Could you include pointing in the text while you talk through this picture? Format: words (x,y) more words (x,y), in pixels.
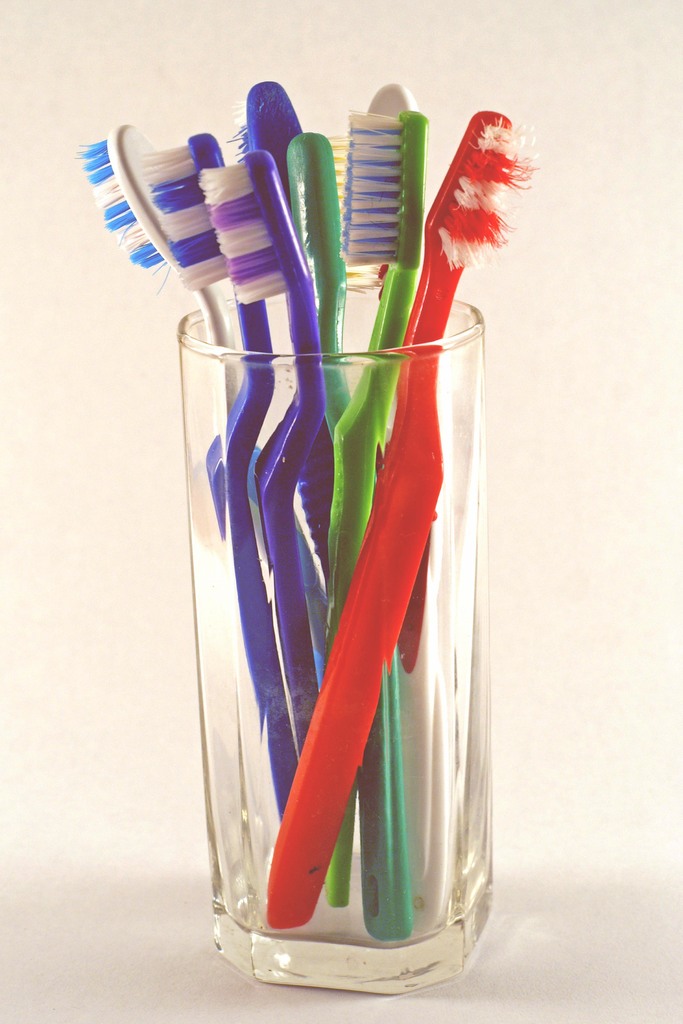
In this image I can see few colorful brushes (360,635) in the glass (468,553). Background (668,166) is in white color.
